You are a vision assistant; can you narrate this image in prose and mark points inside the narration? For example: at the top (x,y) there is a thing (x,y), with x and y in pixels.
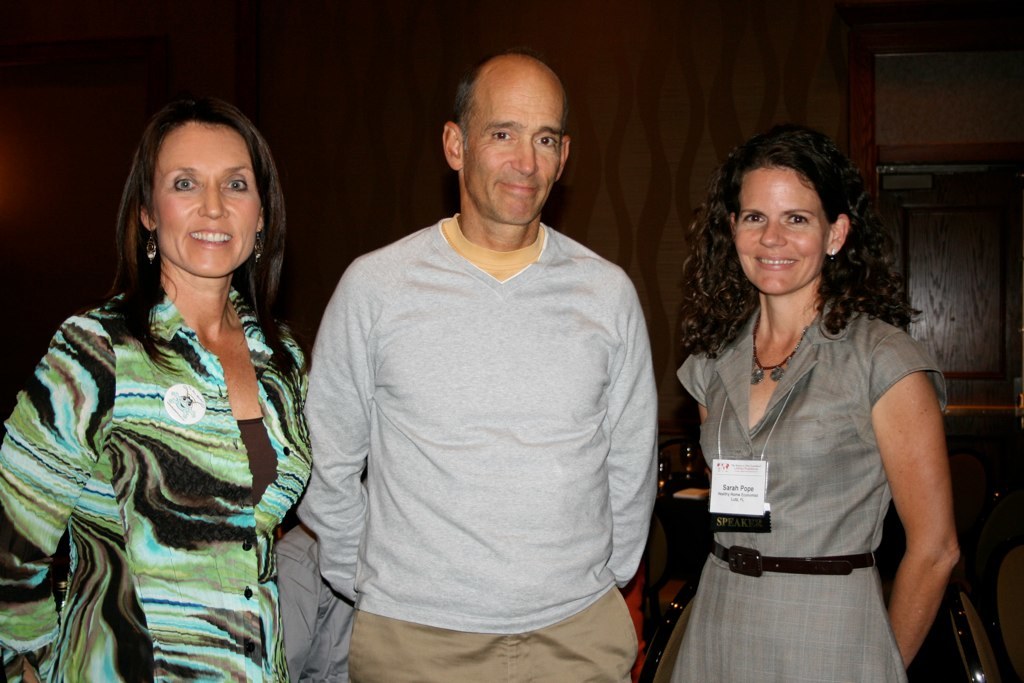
This is the picture of two ladies (99,529) and a guy (479,480) who are standing, among them a lady (826,682) has a tag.
